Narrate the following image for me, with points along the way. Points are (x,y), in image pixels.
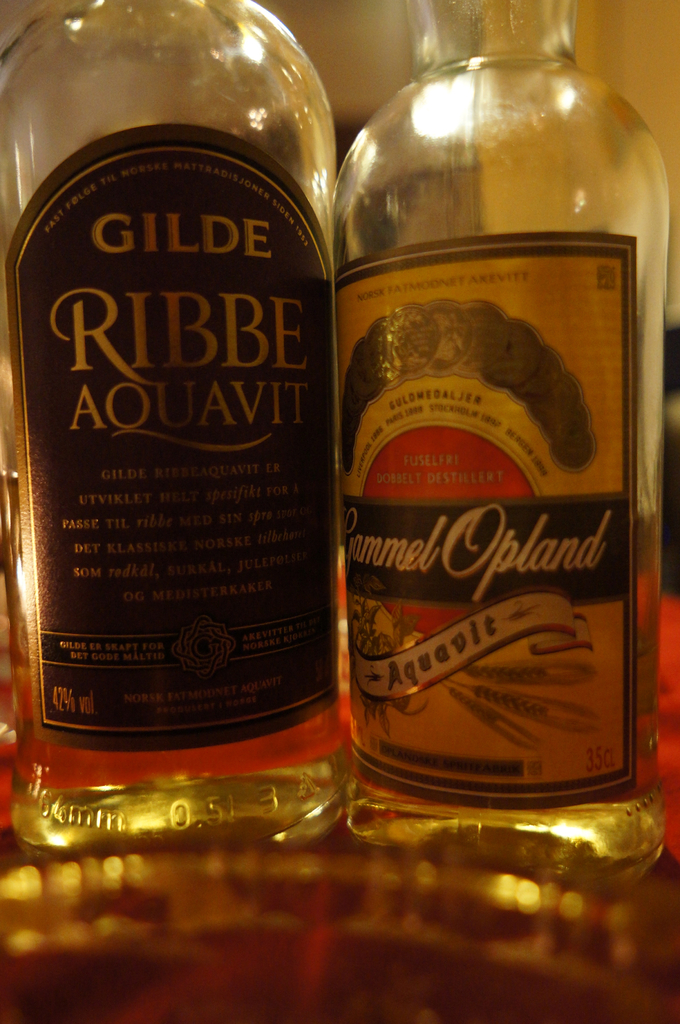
In this image I can see two bottles (301,166).
